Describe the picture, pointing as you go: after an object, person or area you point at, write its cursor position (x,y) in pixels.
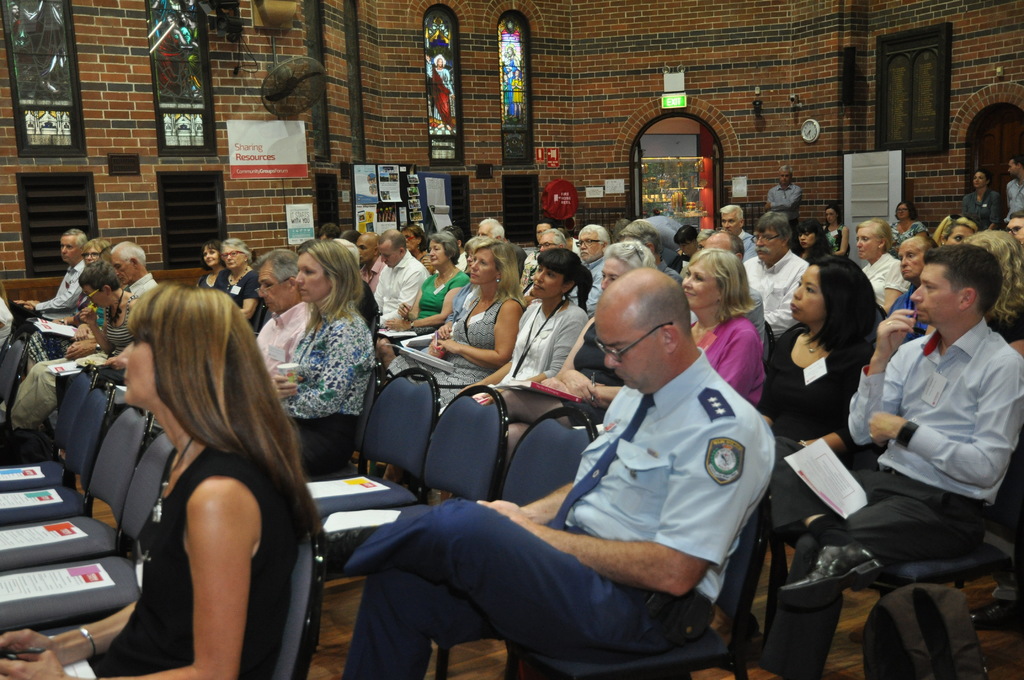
In this picture there are group of people (731,254) sitting on the chairs (44,618) and there are papers (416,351) on the chairs (324,502). At the back (991,181) there are posters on the wall (210,158) and there are three people (979,192) standing. There is a door (989,163) and there is text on the posters (431,185). There is a clock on the wall (820,95) and there are windows (70,127). At the bottom (345,612) there is a floor (355,592).
